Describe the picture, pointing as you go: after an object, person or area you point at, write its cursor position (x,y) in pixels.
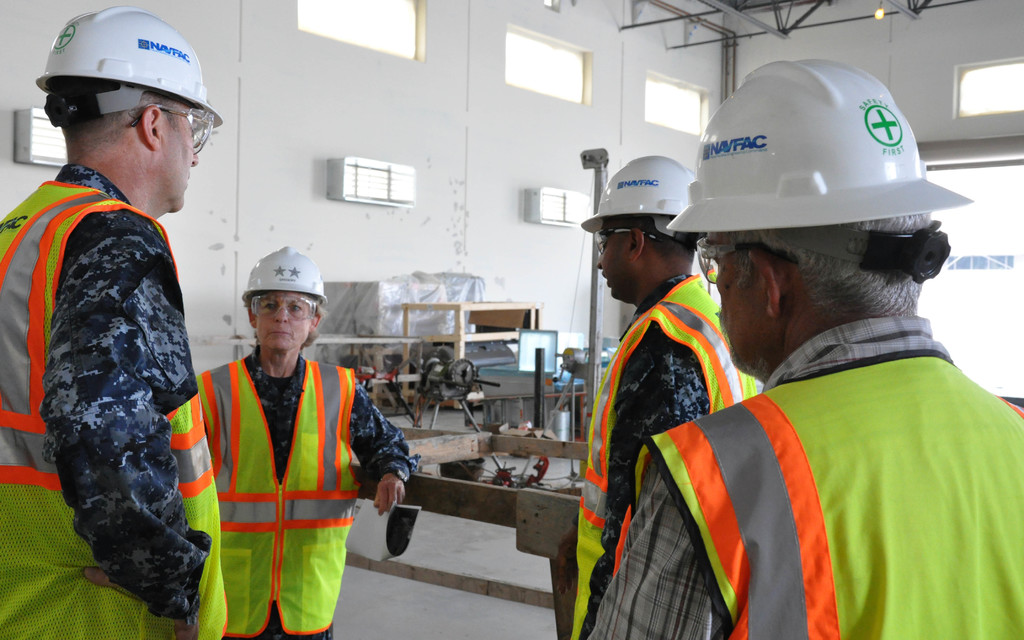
In this image we can see a group of people (736,416) wearing dress (328,400), helmets (711,200) and goggles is standing on the ground (428,626). In the background (440,383), we can see a some wood pieces (514,506), machine (463,407) and some boxes (436,325) placed on the ground (449,631), a group of windows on a wall (596,72), some lights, poles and a door (1000,280).
